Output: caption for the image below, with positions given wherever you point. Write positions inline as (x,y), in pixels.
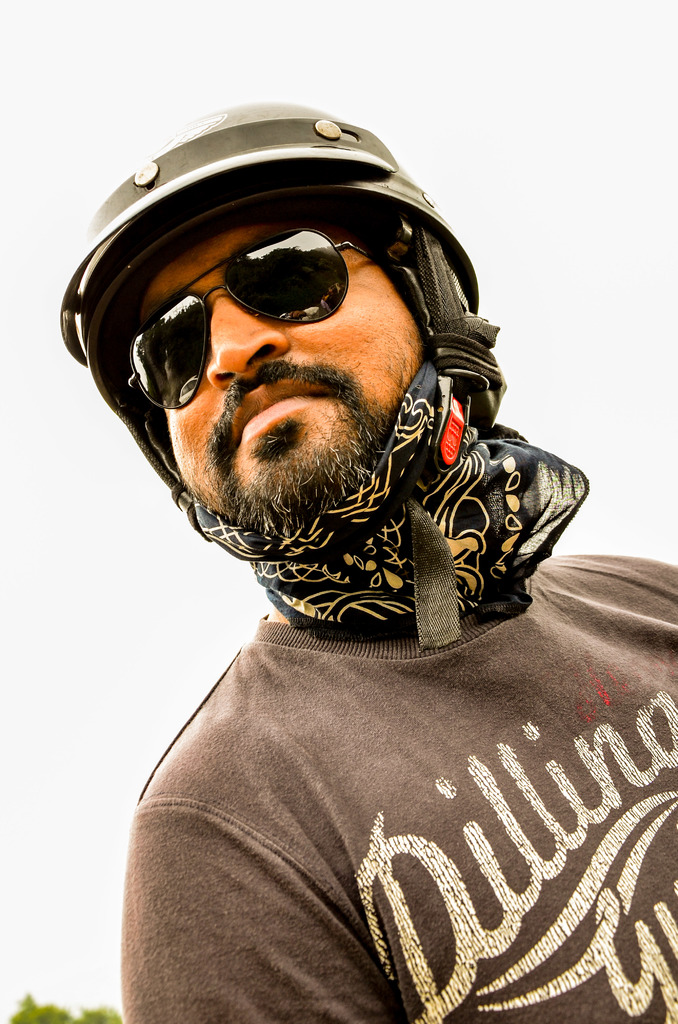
In the picture we can see a man (371,888) with a gray color T-shirt (676,688) and something written on it and he is with a helmet (310,181) and a cloth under the beard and black color shades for the eyes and behind him we can see some part of plants (51,1010) and sky (106,607).
